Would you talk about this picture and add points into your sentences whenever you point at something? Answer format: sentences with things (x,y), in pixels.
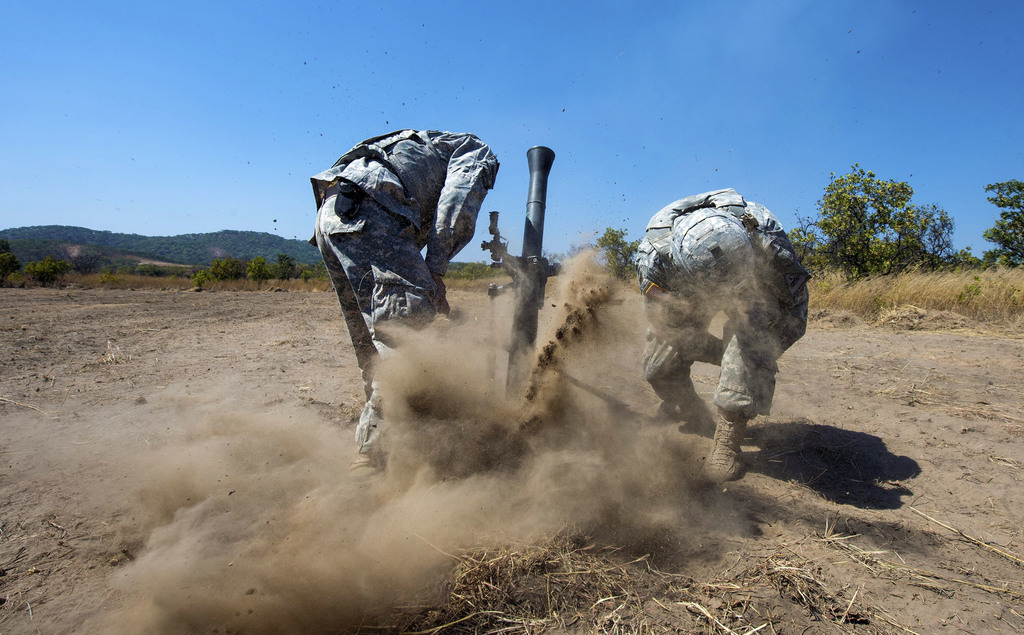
In this picture there are two people (488,160) and we can see weapon (518,374), ground (83,304), grass (734,593) and trees (294,264). In the background of the image (571,239) we can see hills (284,248) and sky (130,226).
